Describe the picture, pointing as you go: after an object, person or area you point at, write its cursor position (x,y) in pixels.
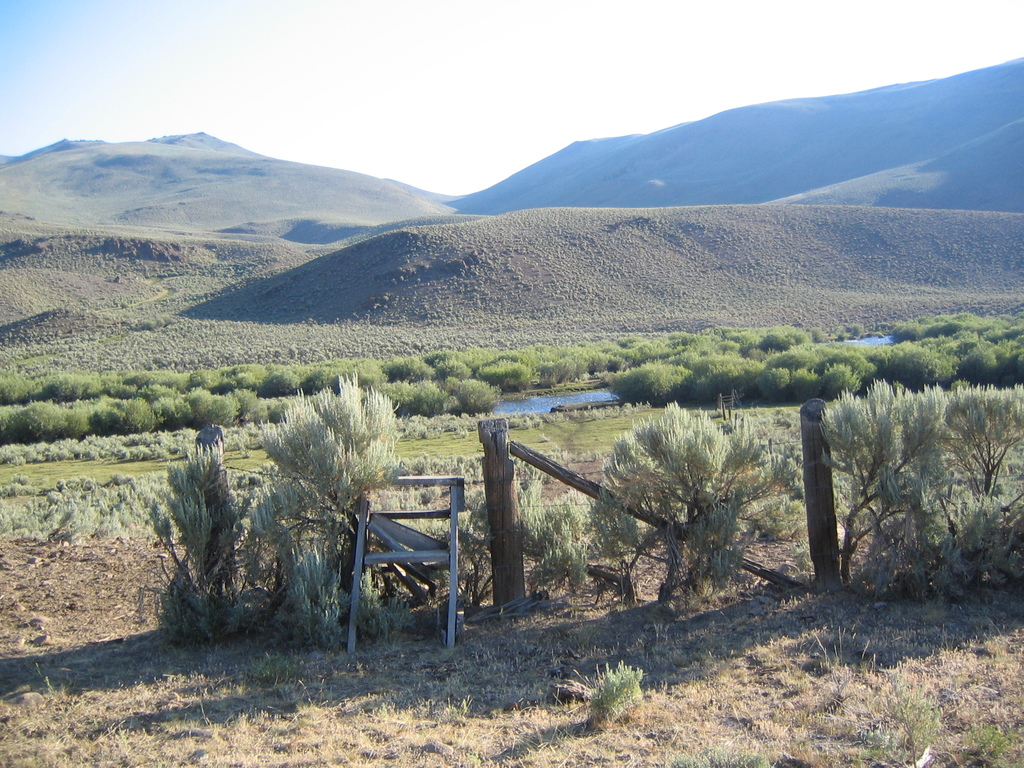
In this picture we can see plants (123,497), grass (524,643), object (402,480) and wooden fence (366,533). In the background of the image (566,396) we can see plants (518,374), water (552,405), hills (830,144) and sky (460,80).
